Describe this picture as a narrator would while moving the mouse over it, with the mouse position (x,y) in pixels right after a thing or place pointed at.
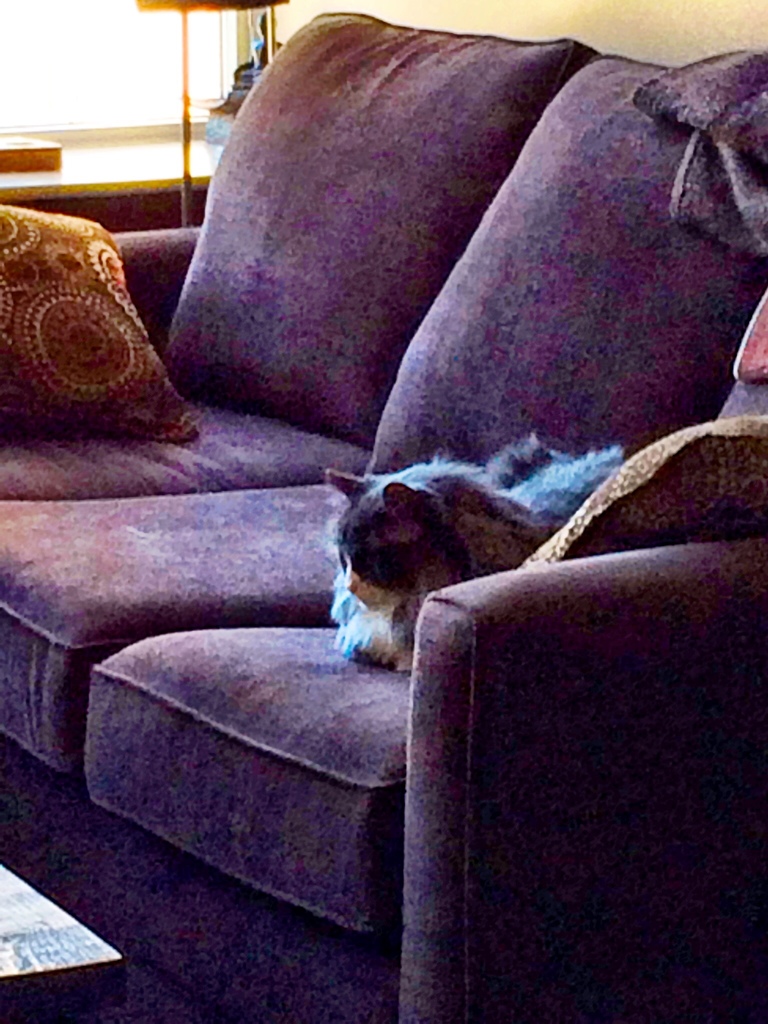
In this image there is a couch (238,378) visible. on the couch (287,646) there is a cat (416,546) sit and there is pillow (54,419) on the couch (236,353), in front of the couch (242,361) there is a table (33,951) and back side of the couch (298,59) there is a wall (553,24) and beside the couch (221,813) there is window (33,86).
